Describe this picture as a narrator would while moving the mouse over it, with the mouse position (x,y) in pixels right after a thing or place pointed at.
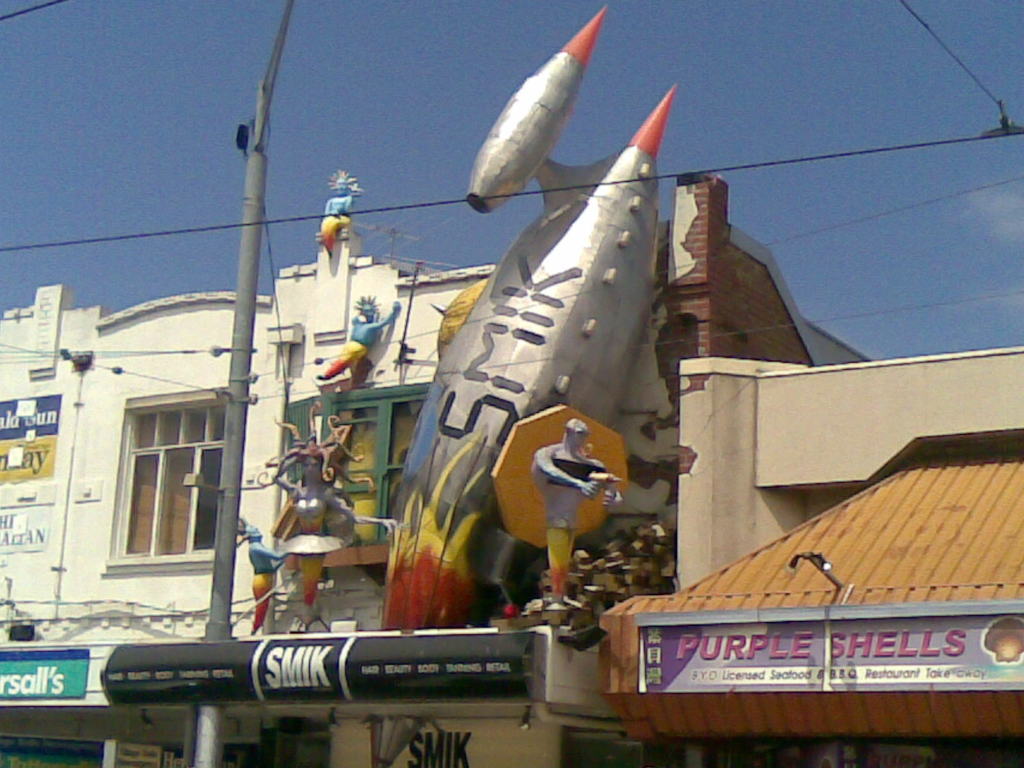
In the foreground of this image (244,388), there is a pole (251,216) and few buildings (912,509). On one building (319,609), there are few sculptures (467,554) on it. On the top (787,156), there are cables (147,234) and the sky (56,137).
